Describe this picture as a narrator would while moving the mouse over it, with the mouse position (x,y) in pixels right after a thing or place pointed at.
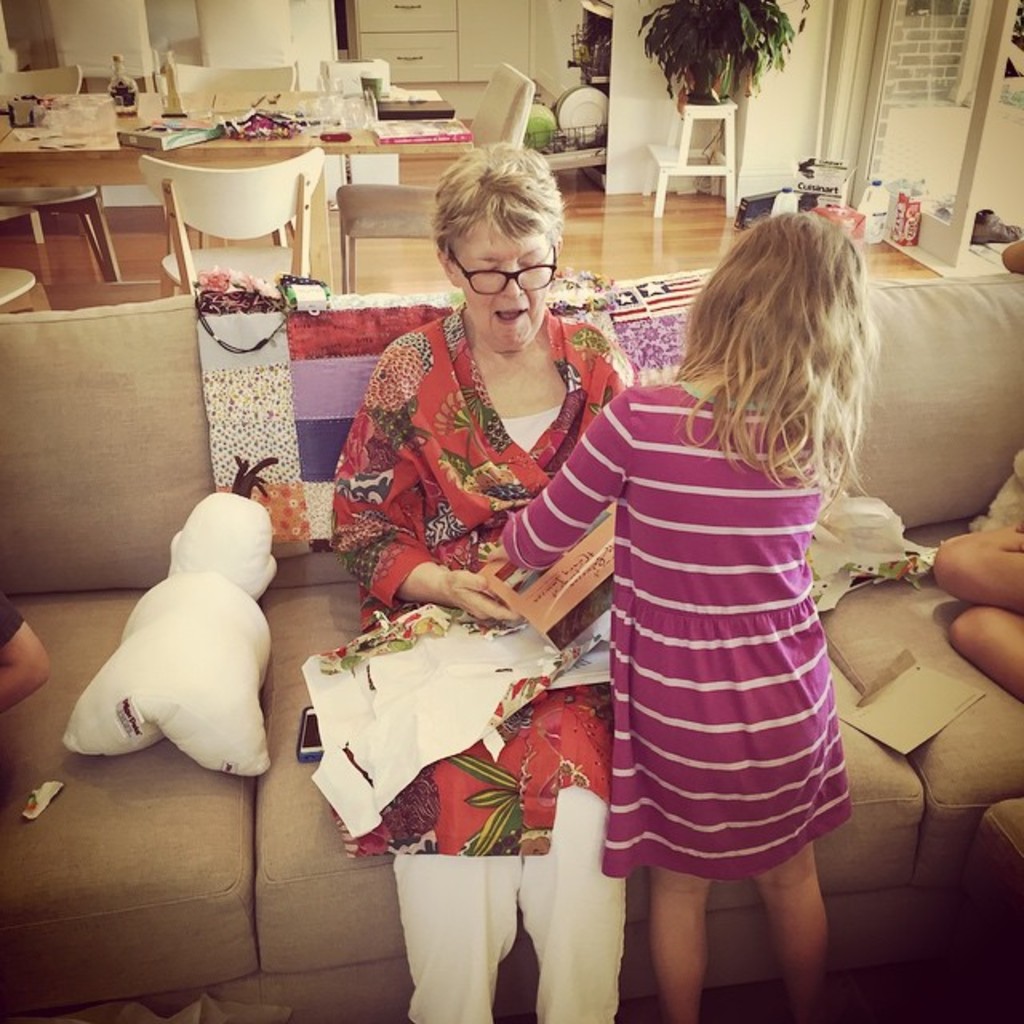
In this image we can see few persons (596,466) and we can see a person (371,572) sitting on a sofa (309,651). On the sofa (309,651) we can see few objects (148,601). Behind the sofa (158,539) we can see few chairs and a group of objects (91,128) on a table (288,147). At the top (752,71) we can see a pillar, cupboard (452,49) and a house plant (679,81) on a chair (700,175). In the top right (979,78), we can see a glass door (976,90), wall (758,178) and few objects (846,220) on a surface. On both sides of the image we can see persons (976,561) truncated.
